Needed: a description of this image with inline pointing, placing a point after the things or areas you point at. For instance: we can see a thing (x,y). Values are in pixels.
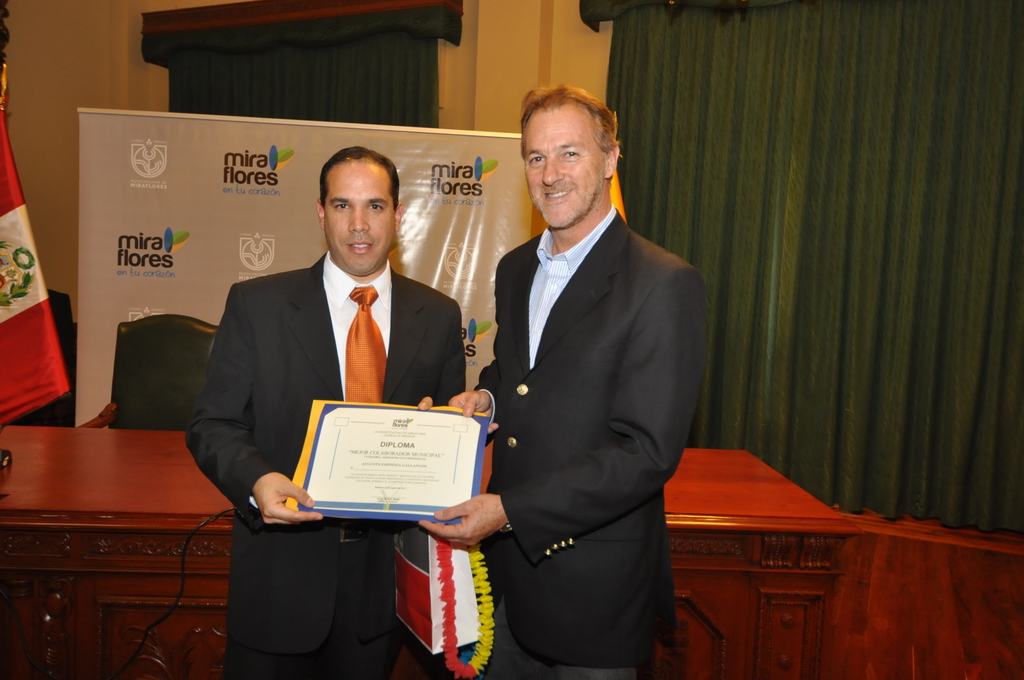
It is a room (438,167) there are two men (525,291) standing, the person (333,371) who is standing left side (323,549) is presenting award (418,420) to the person (524,271) who is standing right side (683,306), both of them are smiling there is a table (86,441) behind them and also a banner (236,195) there are green color curtains (417,77) and a cream color wall (460,87).
